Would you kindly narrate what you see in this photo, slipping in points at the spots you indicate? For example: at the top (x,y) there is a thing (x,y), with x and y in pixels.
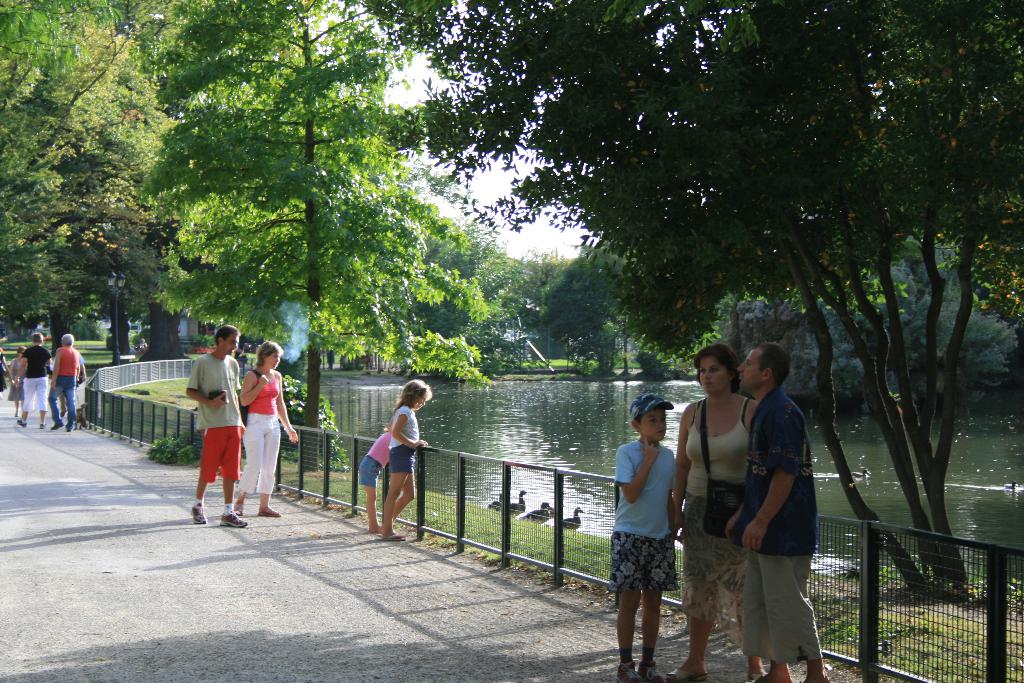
In this image I can see road (94,485) and on it I can see number of people (215,354) are standing. I can also see fencing (997,669), grass (304,478), shadows (205,634), water (614,441), number of trees (547,317), and few birds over here.
